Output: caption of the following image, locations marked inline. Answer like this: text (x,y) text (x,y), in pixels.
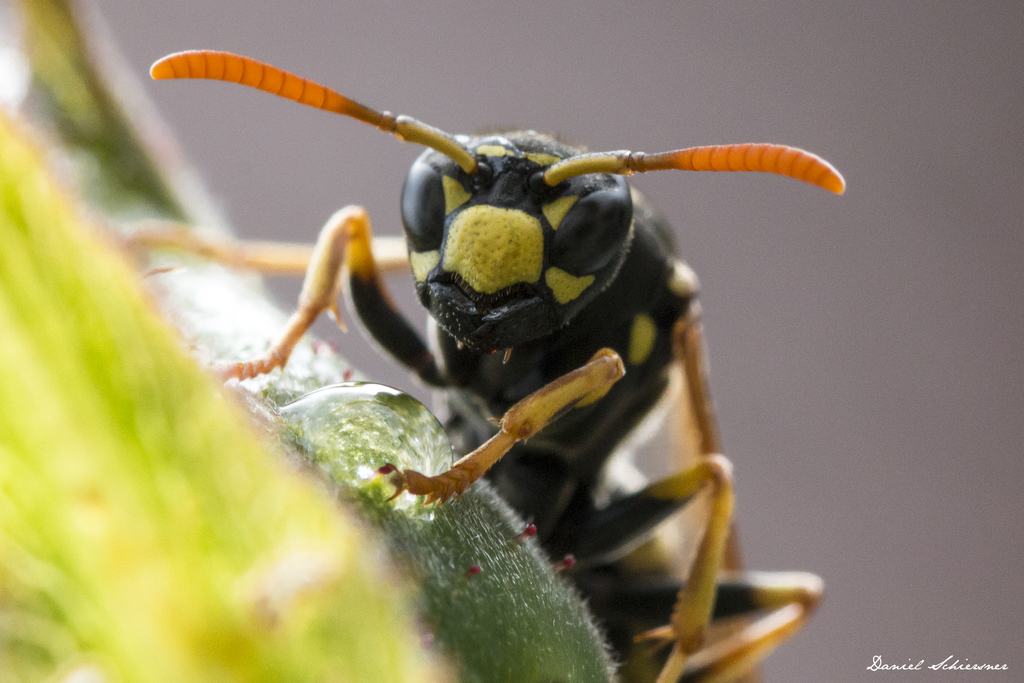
Here in this picture we can see an insect (467,258) present over a place (15,487) and we can also see a water droplet (410,458) present on the place (296,448) over there.
